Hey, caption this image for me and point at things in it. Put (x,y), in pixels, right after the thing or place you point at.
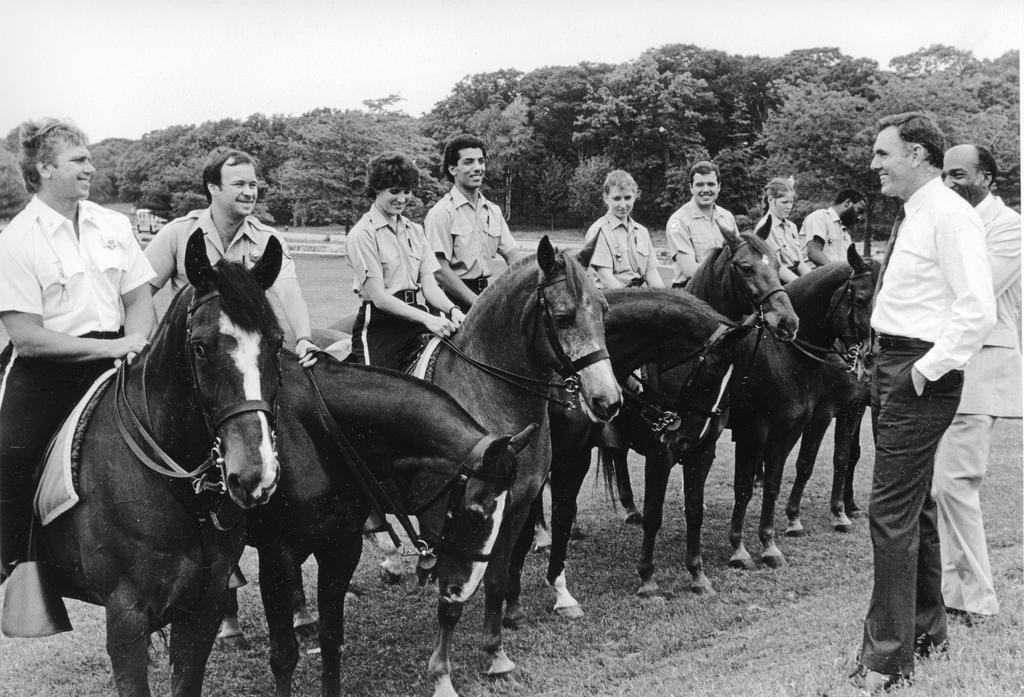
It is a black and white image. In this image we can see the people (417,333) sitting on the horses (553,402). We can also see two persons (922,361) standing. In the background (675,116) we can see the trees (562,108) and also the sky (825,25) and at the bottom (814,669) we can see the grass (859,632).
